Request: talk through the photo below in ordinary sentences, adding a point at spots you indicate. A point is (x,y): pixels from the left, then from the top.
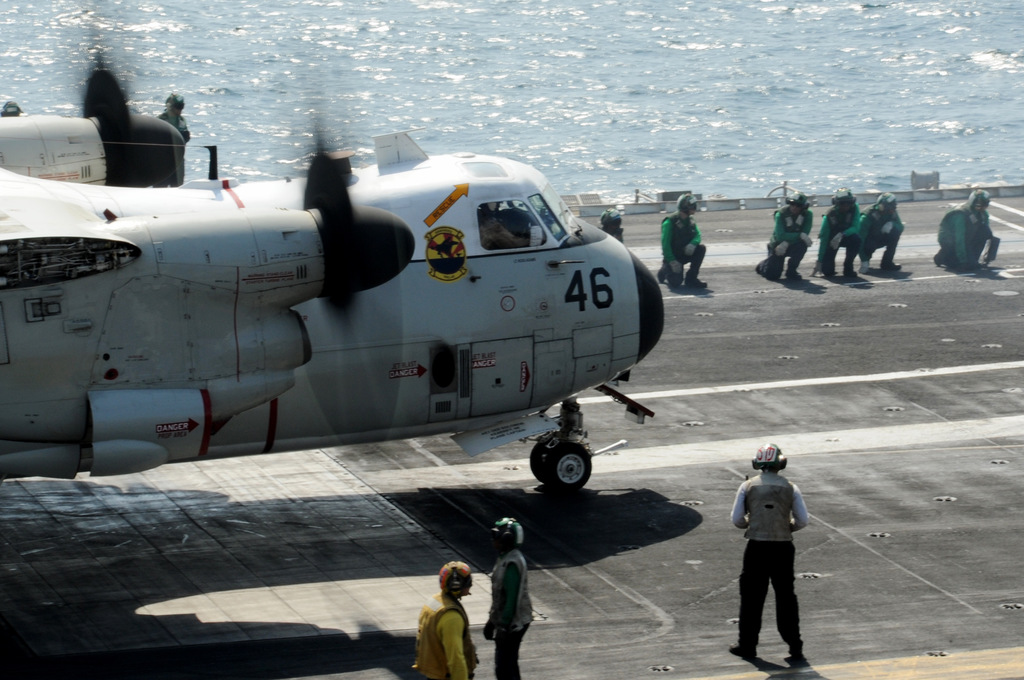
It is an aeroplane (436,347), here few people (995,242) are standing and observing this. This is water (577,87).
